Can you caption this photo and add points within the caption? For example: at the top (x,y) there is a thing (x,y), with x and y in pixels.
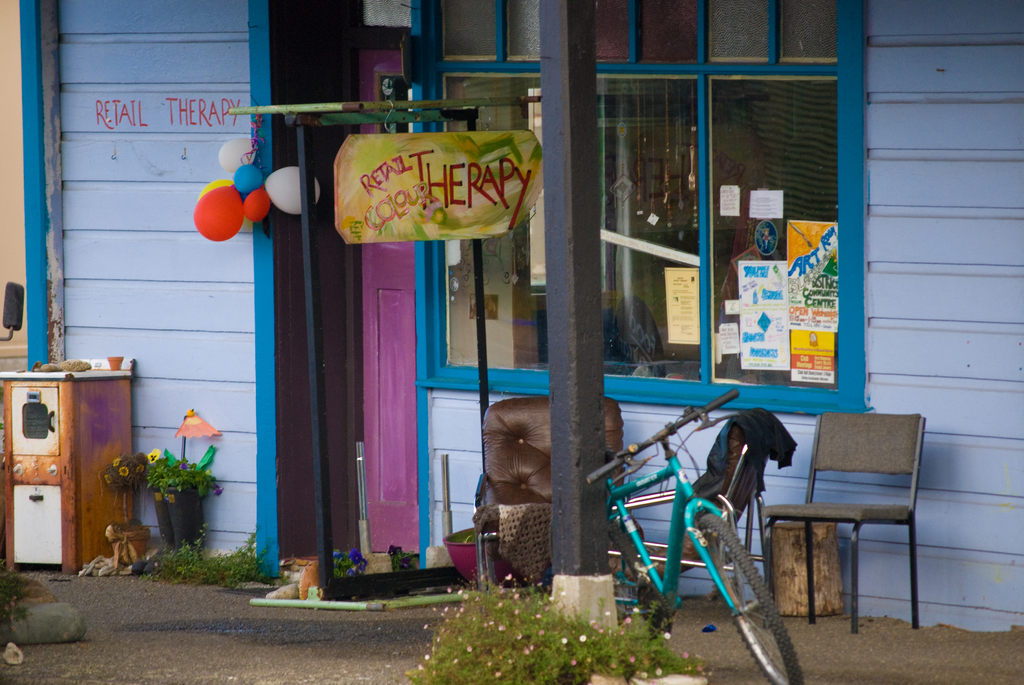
In the foreground of this picture (581,668), there is a plant (585,651). In the background (605,617), we can see pole (588,527), bicycle (670,573), chairs (743,487), a jacket (772,453), tub (466,544), a name board (400,182), potted plant (163,525), a table (74,489), wall (174,249), door (390,318), a glass window (660,123) and few posters (798,315).
